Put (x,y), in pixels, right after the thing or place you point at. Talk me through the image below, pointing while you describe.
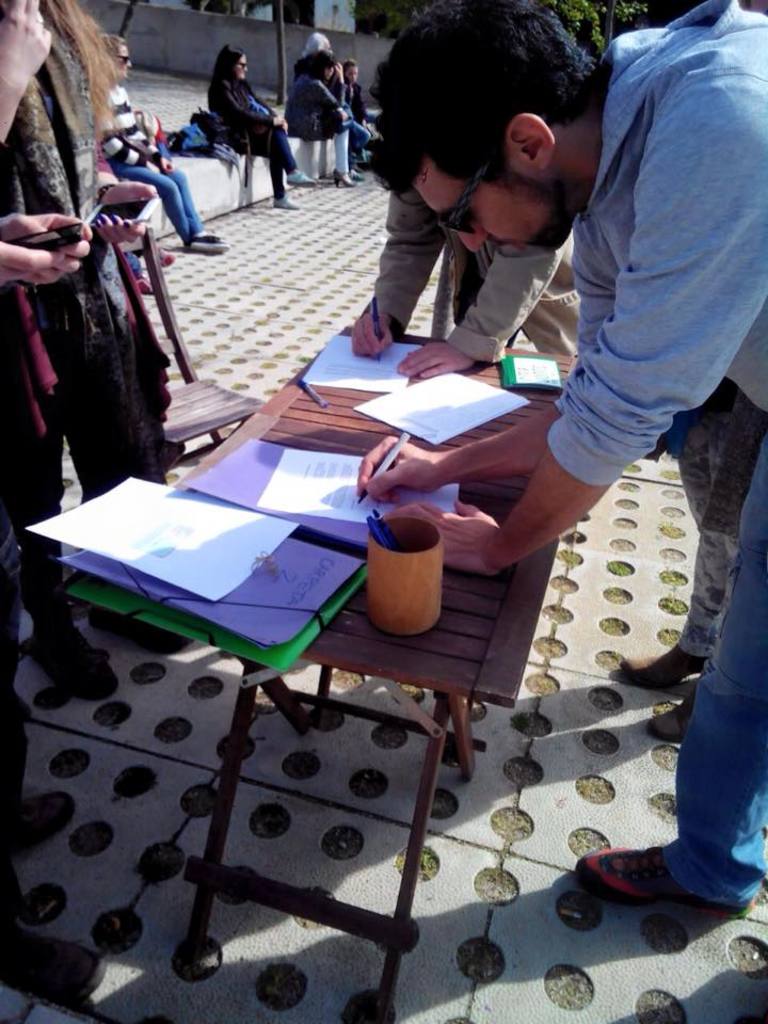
In this picture we can see some people (454,67) standing and writing on paper (423,403) placed on table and some are sitting on floor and here on table (489,591) we can see pens (377,531), pen stand (391,549), files (317,603) and in background (180,35) we can see wall (373,55), trees (369,4).
